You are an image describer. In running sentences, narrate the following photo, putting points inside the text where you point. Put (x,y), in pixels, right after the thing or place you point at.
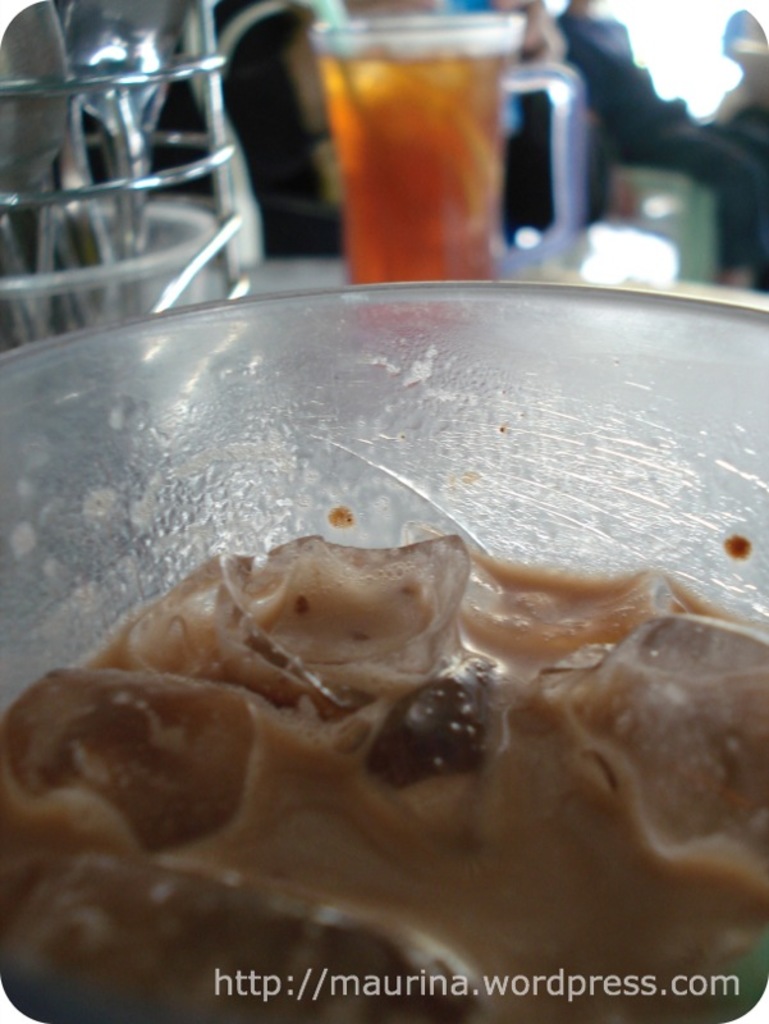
In the picture we can see inside the glass (754,412) with a cream shake (730,788) and outside it, we can see a glass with a drink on the table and beside it, we can see a stand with spoons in it and behind the glass (438,98) we can see some people (748,271) are sitting and they are not clearly visible.
